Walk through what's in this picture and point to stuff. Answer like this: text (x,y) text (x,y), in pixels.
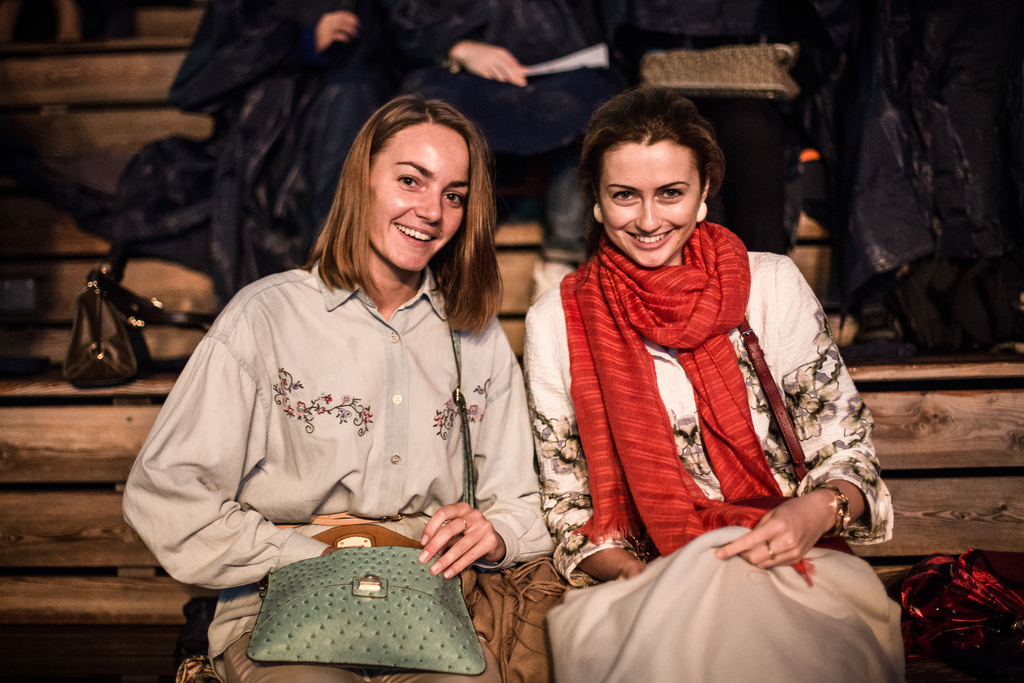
In this picture there are two women (538,419) sitting on the wooden benches (99,563) and smiling and in the background (230,34) are person (749,108) sitting.
